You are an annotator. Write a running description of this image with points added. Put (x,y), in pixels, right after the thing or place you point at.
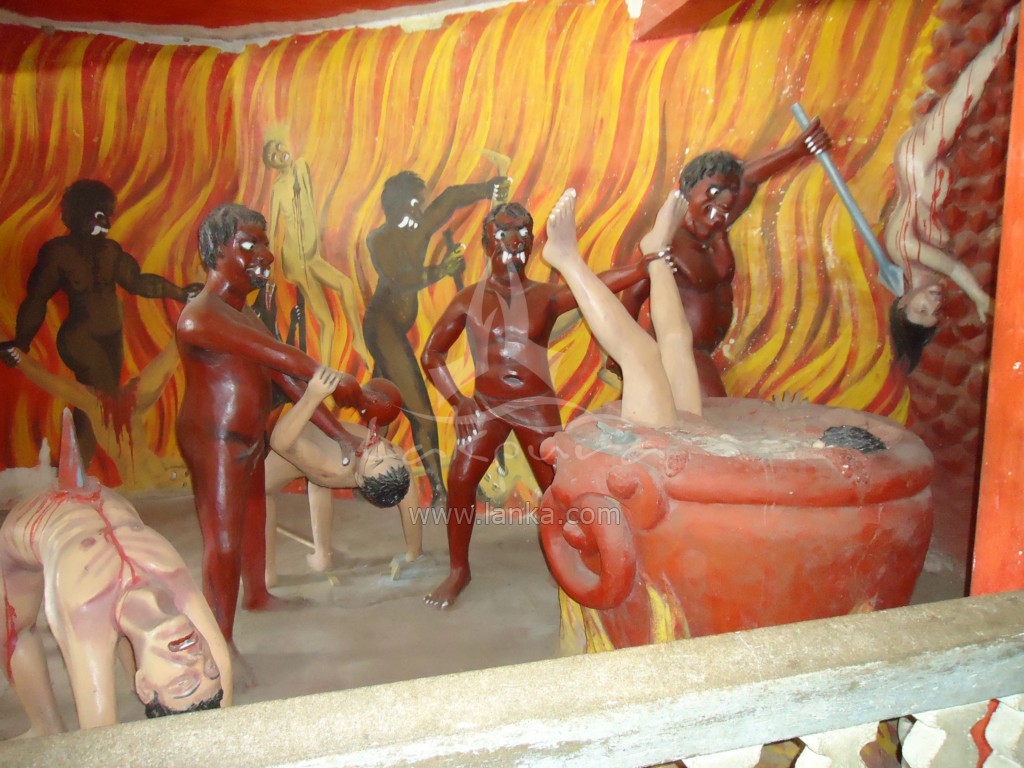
At the bottom of the image (919,663) there is a wall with railing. Behind the wall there are few statues (224,253) which are looking like devils (672,262) with long teeth (712,217) and weapons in their hands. And also there is an object (564,539) with legs (595,307) on it. Behind them there is a wall (88,172) with paintings (830,203).
